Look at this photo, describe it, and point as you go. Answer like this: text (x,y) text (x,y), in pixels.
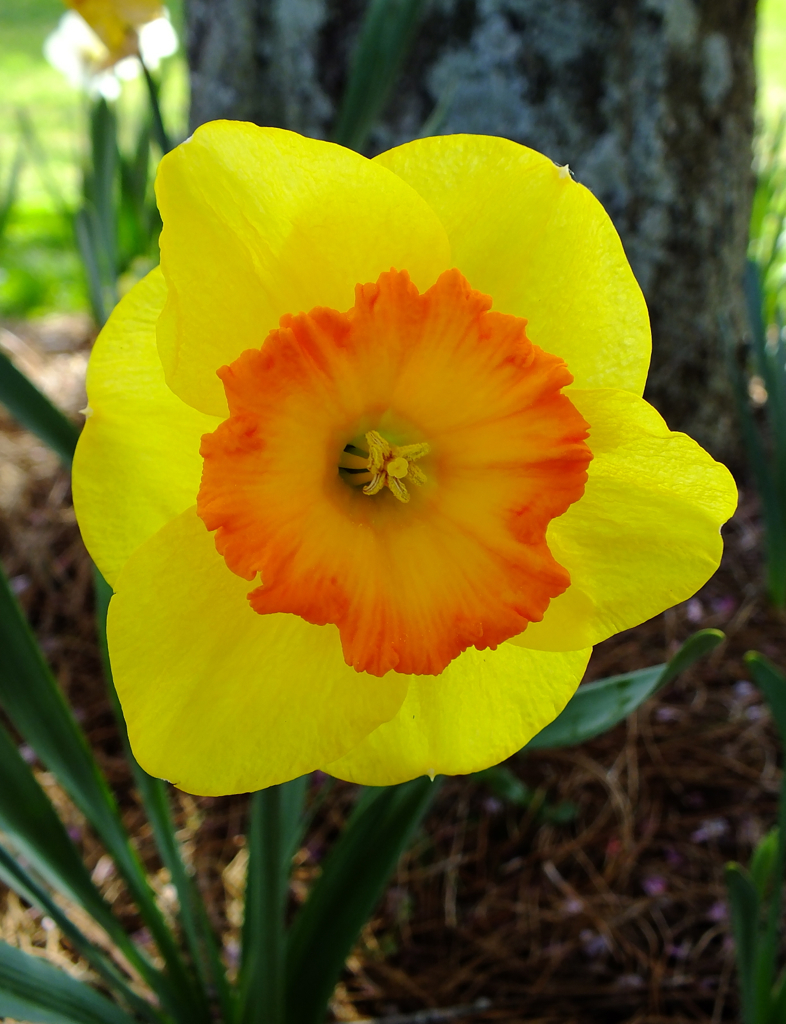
This image is taken outdoors. In the background (487,77) there is a tree (654,95) and there is a ground (40,178) with grass (60,274) on it. In the middle of the image (281,527) there is a plant (74,992) with green leaves (30,716) and a flower (379,426) which is yellow and orange in colour.
